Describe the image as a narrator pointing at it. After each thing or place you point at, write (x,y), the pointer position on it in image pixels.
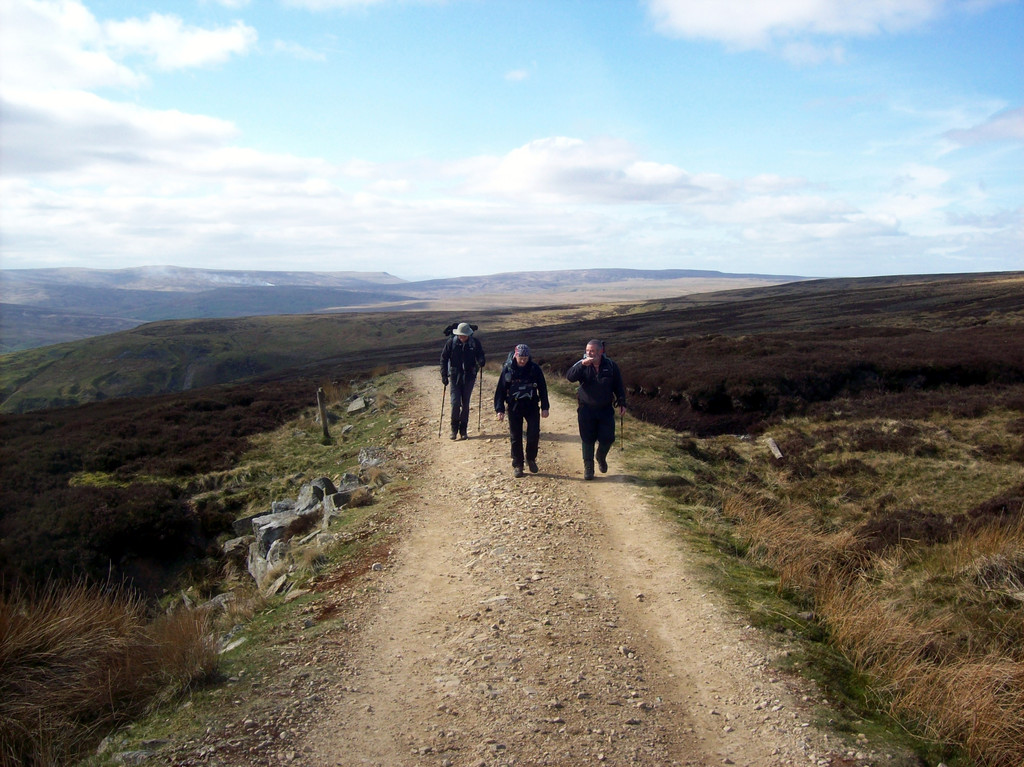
In this image we can see three people (460,366) walking, among them two are holding the sticks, there are some stones (249,553), grass (98,619) and mountains (233,356), in the background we can see the sky (651,170).
